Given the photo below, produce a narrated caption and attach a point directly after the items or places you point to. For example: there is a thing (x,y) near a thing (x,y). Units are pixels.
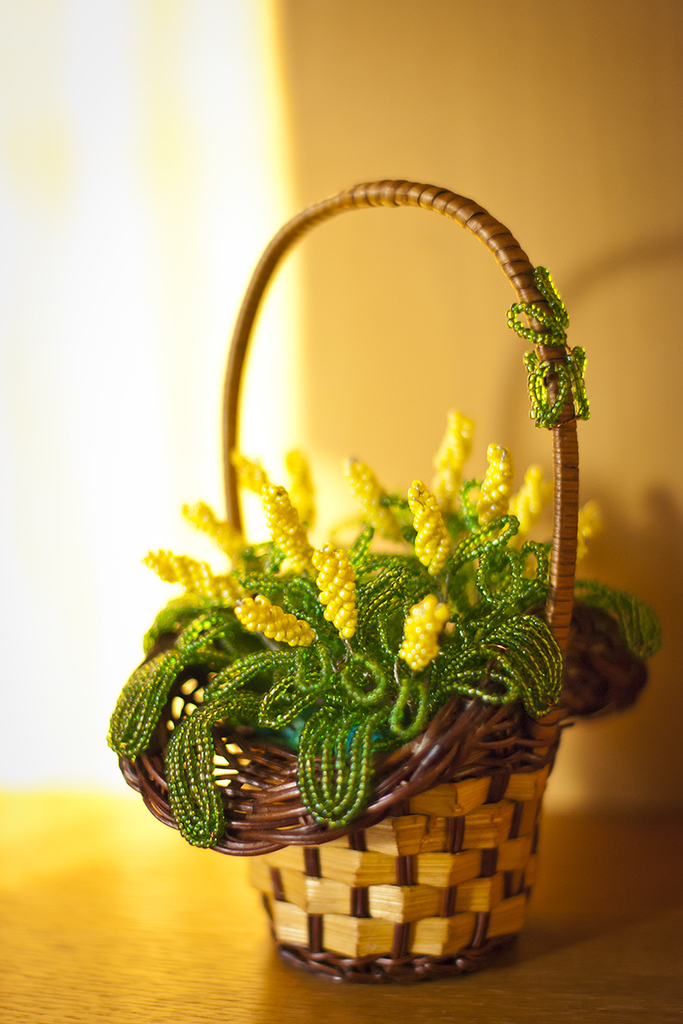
In this picture, we can see a small basket (423,820) on a wooden object (318,980) and in the basket (415,747) there are some decorative items (308,673). Behind the basket (393,784) there is a wall (419,253).
